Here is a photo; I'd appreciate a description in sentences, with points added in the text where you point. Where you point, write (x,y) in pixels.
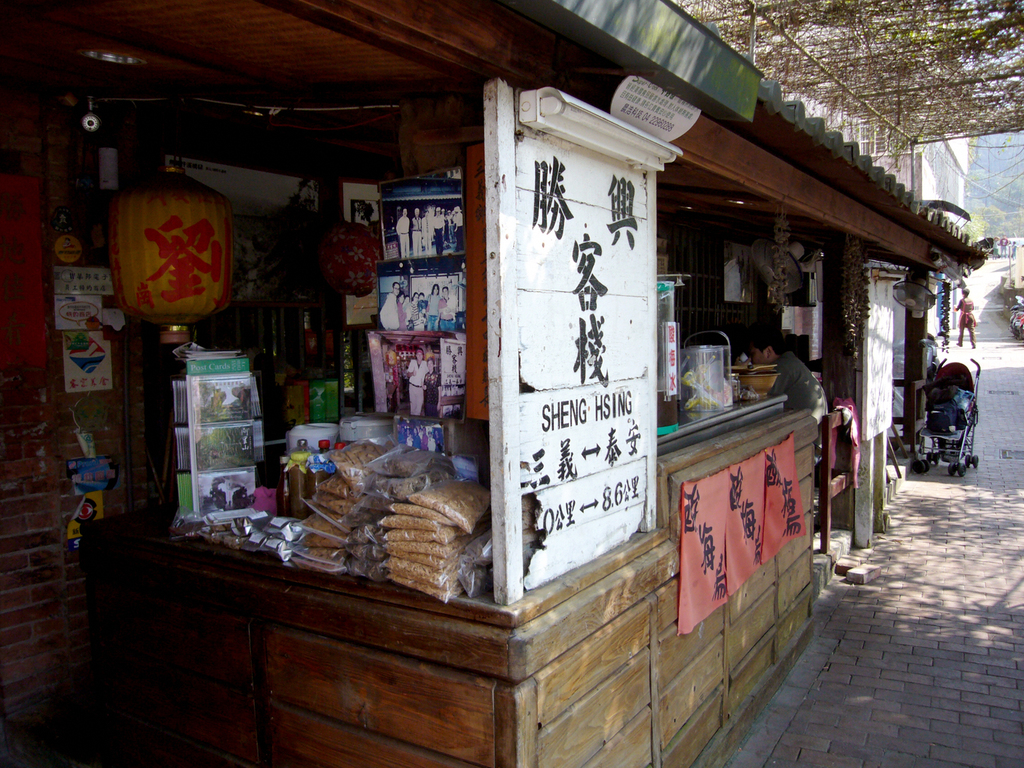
In the center of the image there is a store (74,354). There is a person (755,350) sitting on a chair (821,471). At the bottom of the image (915,594) there is a road (958,728).
